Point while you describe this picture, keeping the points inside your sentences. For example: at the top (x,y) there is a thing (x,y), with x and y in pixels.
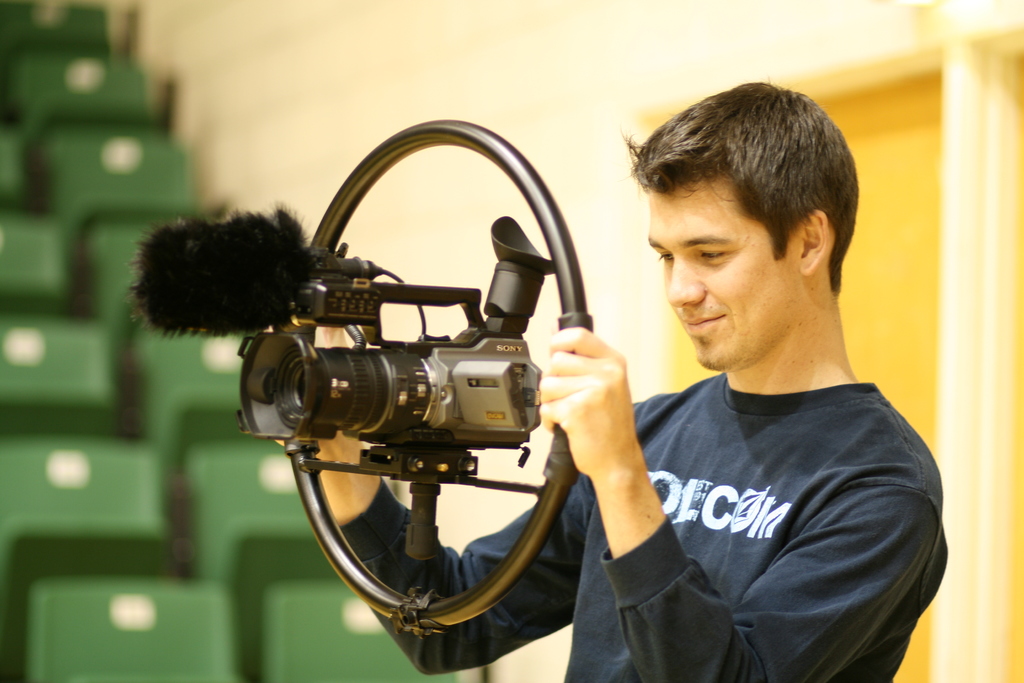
In the center of the image (611,349) we can see a person (625,583) holding a camera (293,320). In the background (83,305) there are chairs (133,485) and wall (349,67).
